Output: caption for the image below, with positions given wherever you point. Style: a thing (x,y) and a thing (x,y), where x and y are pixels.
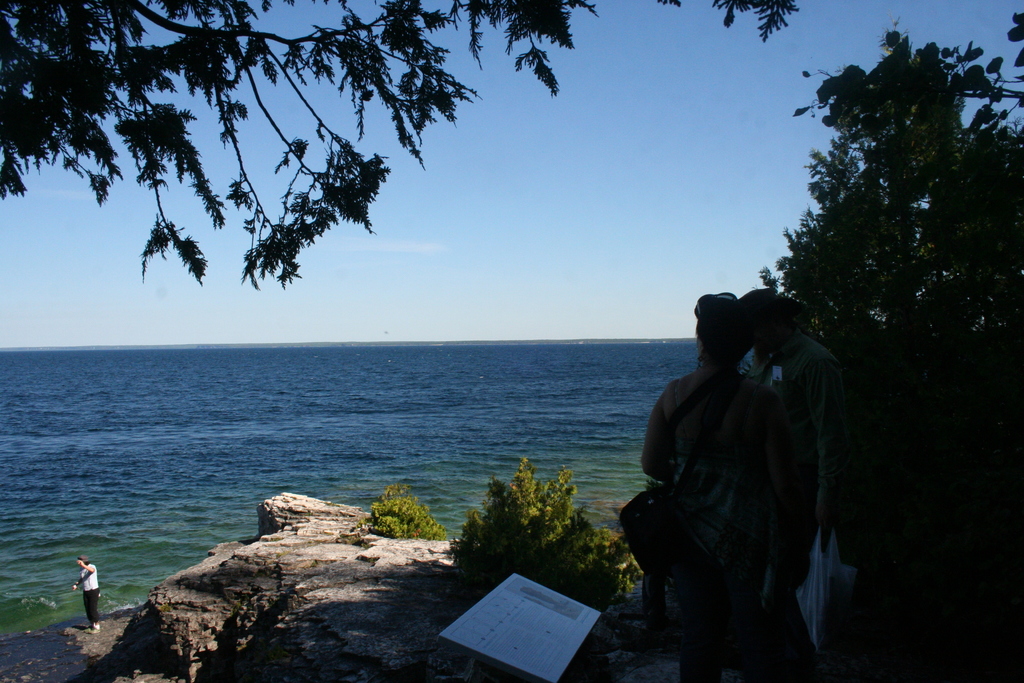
In this image I can see the sky (518,199) and sea (512,409), in front of the sea (600,371) I can see two persons (749,458) standing on ground (285,643) and I can see trees (926,242) visible.
